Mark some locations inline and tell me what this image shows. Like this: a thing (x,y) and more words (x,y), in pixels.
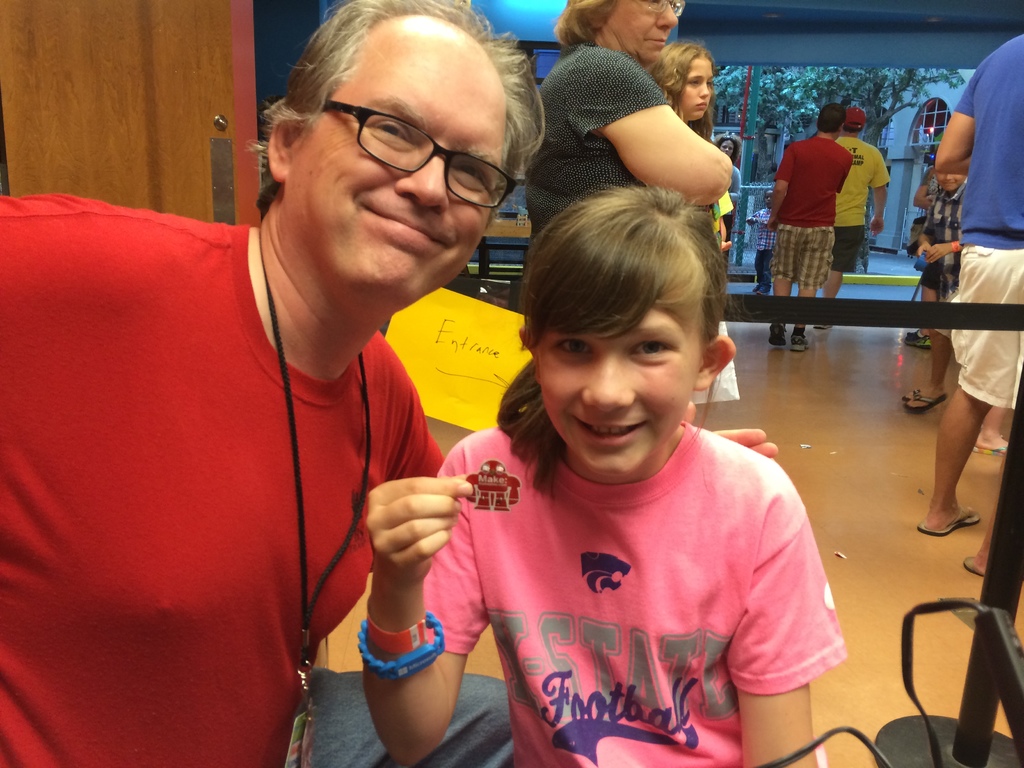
This picture shows a few people (1013,377) standing in a room (763,326) and we see a man (432,101) with a id card (296,450) and he wore a spectacles (373,140) on his face (347,129) and we see a girl (783,709) and we see trees (801,88).
